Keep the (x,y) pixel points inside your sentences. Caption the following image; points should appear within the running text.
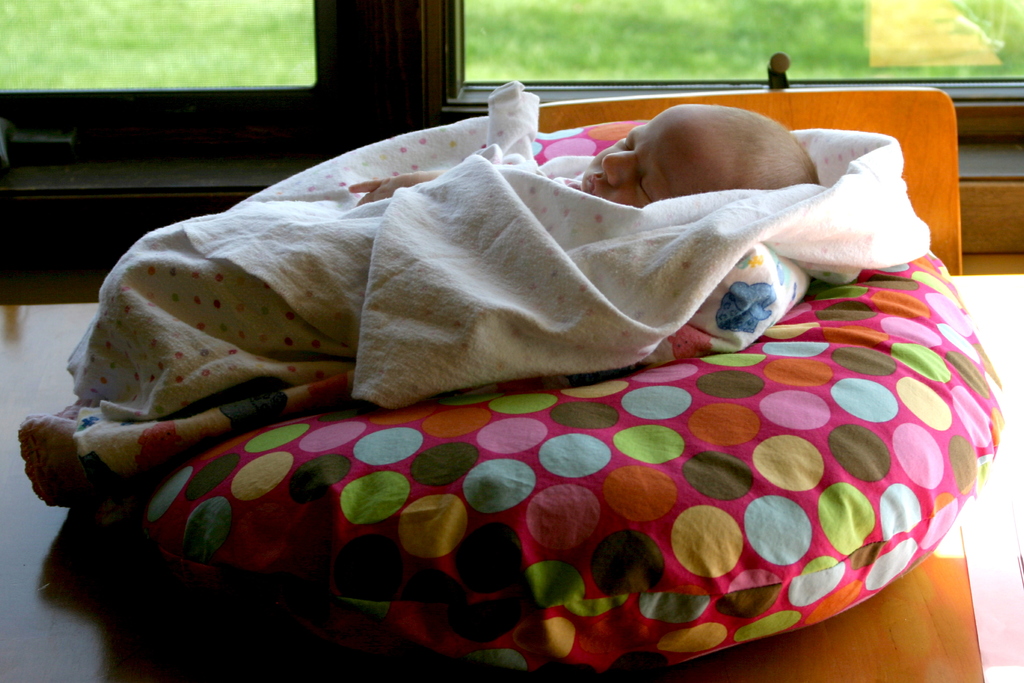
In this image I can see a baby (645,177) sleeping on a cushion (645,462).
